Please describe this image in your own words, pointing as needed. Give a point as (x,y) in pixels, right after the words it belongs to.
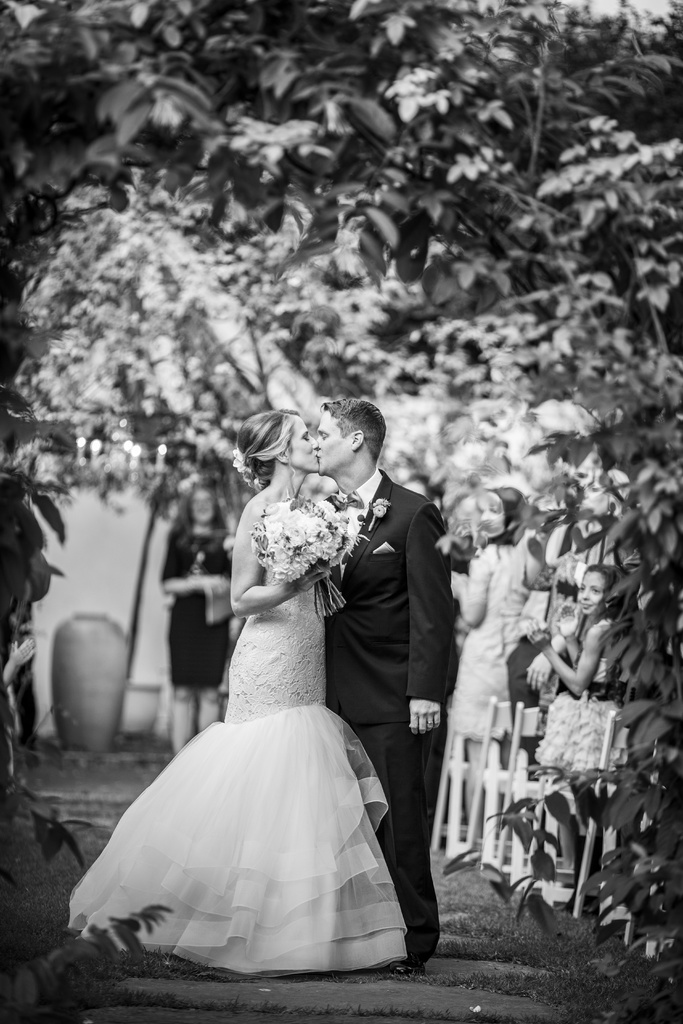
This is a black and white picture and its decorated with flowers (126,218) and green plants (453,258). We can see a man (434,893) and a woman (201,844) wearing a wedding attire (184,832) and kissing each other. This woman (292,750) is holding a flower bouquet (304,525) in her hands (304,575). At the right side of the picture (566,593) we can see few persons (568,656) standing.
